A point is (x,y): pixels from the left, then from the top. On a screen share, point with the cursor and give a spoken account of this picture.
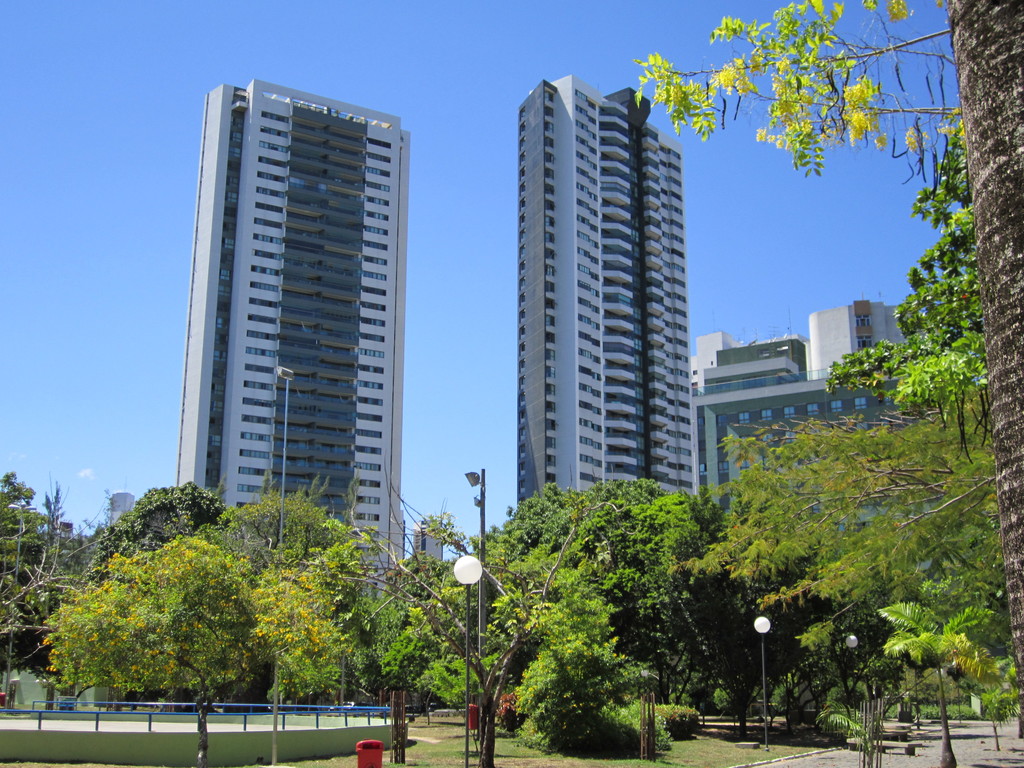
In this image, on the right side (980,518), we can see a wooden trunk (1003,45), trees (932,423), plants (724,691) and street lights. On the left side (150,540), we can also see some trees (190,620), plants (395,653). In the middle of the image (482,494), we can see a street light (482,494) and a box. In the background (835,647), we can see street light (273,749), trees (941,591), buildings (765,361), towers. At the top (437,63), we can see a sky (488,77), at the bottom (987,754), we can see a grass (708,737) and a road (973,744).
